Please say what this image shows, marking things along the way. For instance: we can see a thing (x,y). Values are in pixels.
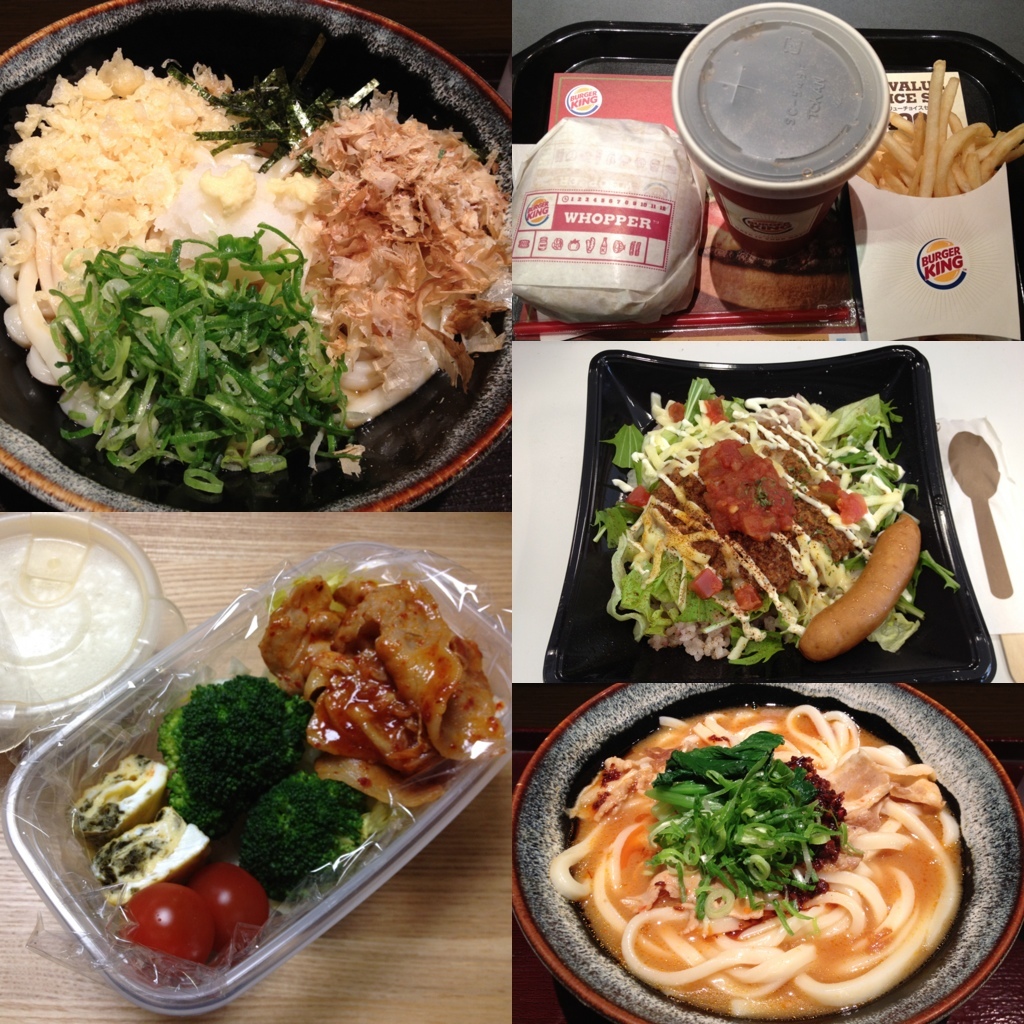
In this image I can see few food items (818,950), they are in green, brown, white and red color. The food items (650,450) are in the plates (594,636) and bowls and the plates (572,639) are in black color.
